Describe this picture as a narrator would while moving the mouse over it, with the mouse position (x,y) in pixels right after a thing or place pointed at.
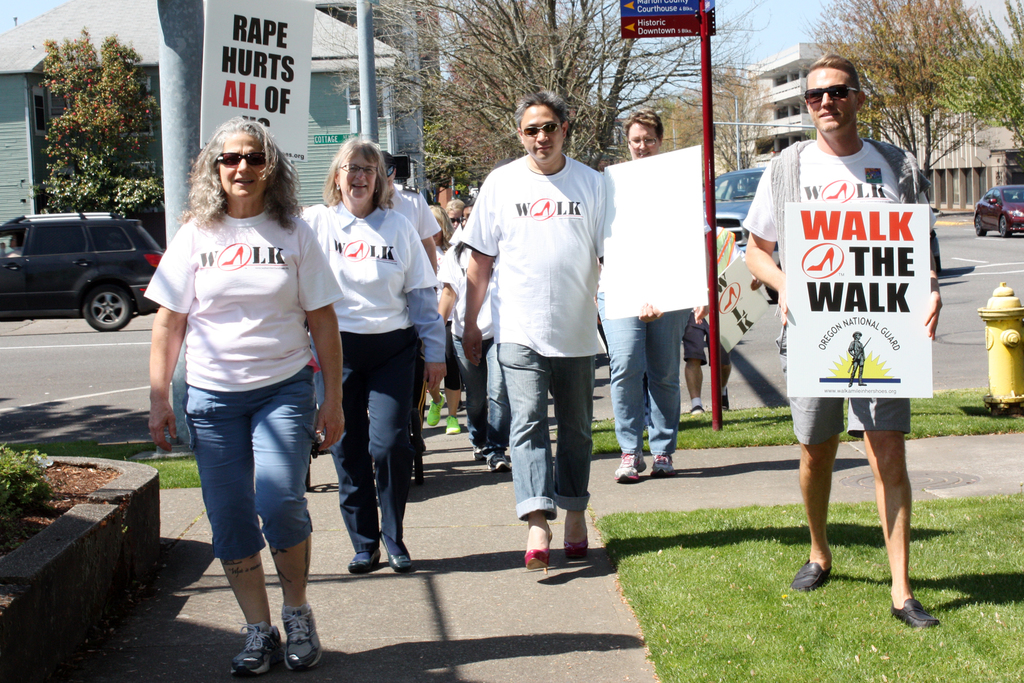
In this picture there are people (271,272) in the center of the image (453,415), it seems to be they are walking, by holding posters (674,298) in their hands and there are cars (79,279), buildings (767,86), and trees (671,131) in the background area of the image (94,277), there is a sign pole (631,20) at the top side of the image (650,25).
